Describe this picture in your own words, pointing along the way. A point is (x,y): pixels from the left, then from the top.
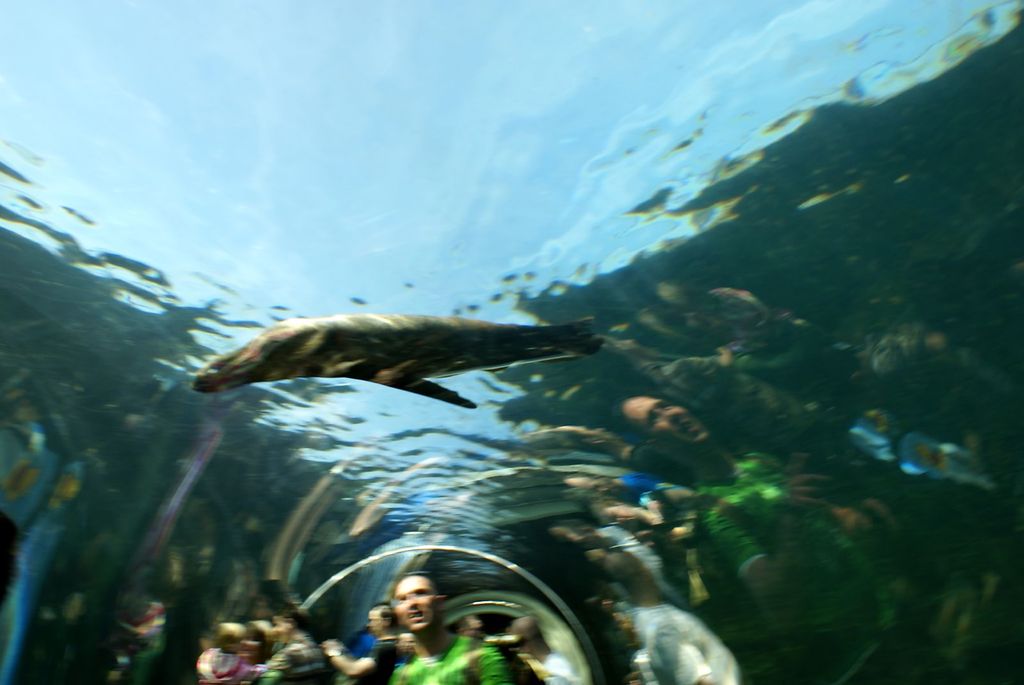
In the image we can see an animal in the water (320,288). We can even see there are people (476,636) and they are in the underground water path (452,597) and the image is slightly blurred.
